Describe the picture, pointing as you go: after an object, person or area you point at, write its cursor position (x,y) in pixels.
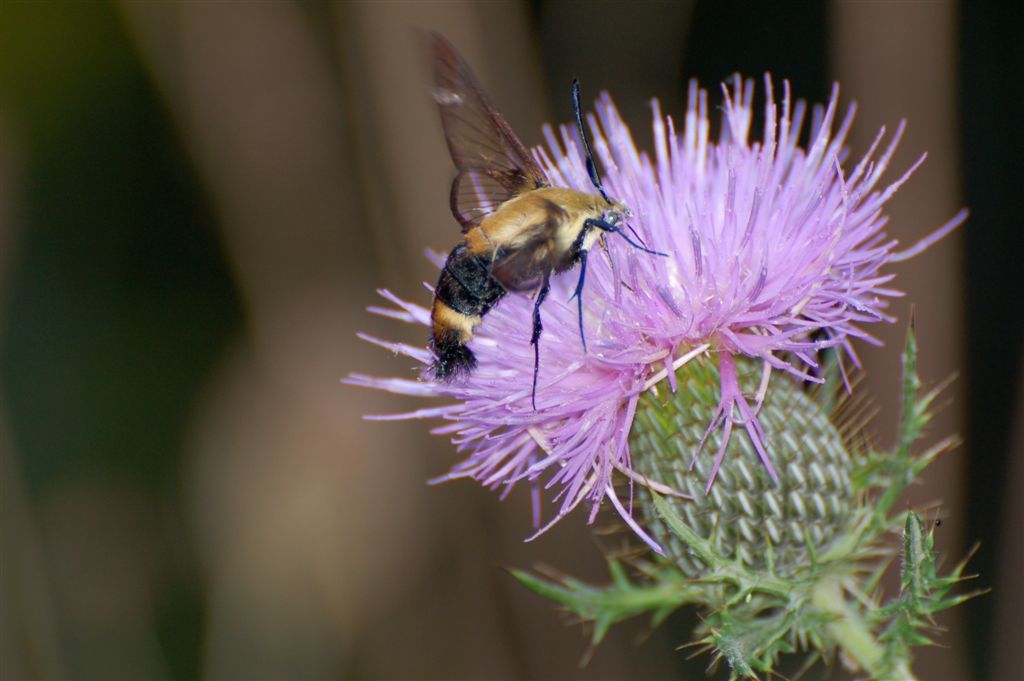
We can see insect (486,270) on flower (705,310) and we can see green stem (857,617). In the background (596,40) it is blur.
